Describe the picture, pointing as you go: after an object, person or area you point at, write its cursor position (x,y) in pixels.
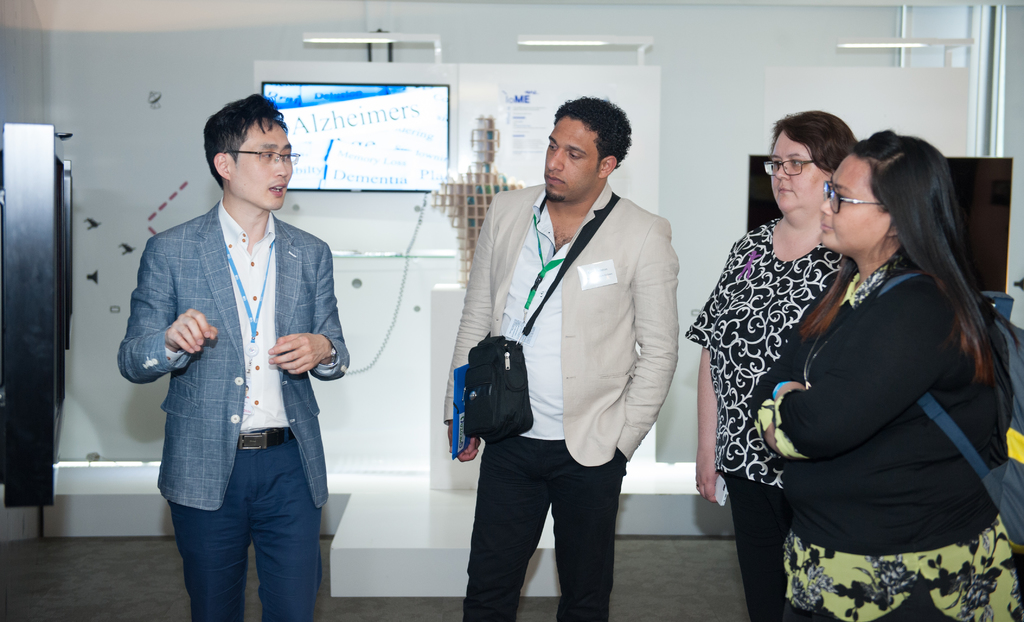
In this picture we can see a few people (194,318) standing and wearing bags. We can see a man (487,456) holding an object (457,391) in his hand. There is the text (384,143) visible and a few things (354,109) visible on the screen (413,162). We can see the lights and other objects (32,212).
